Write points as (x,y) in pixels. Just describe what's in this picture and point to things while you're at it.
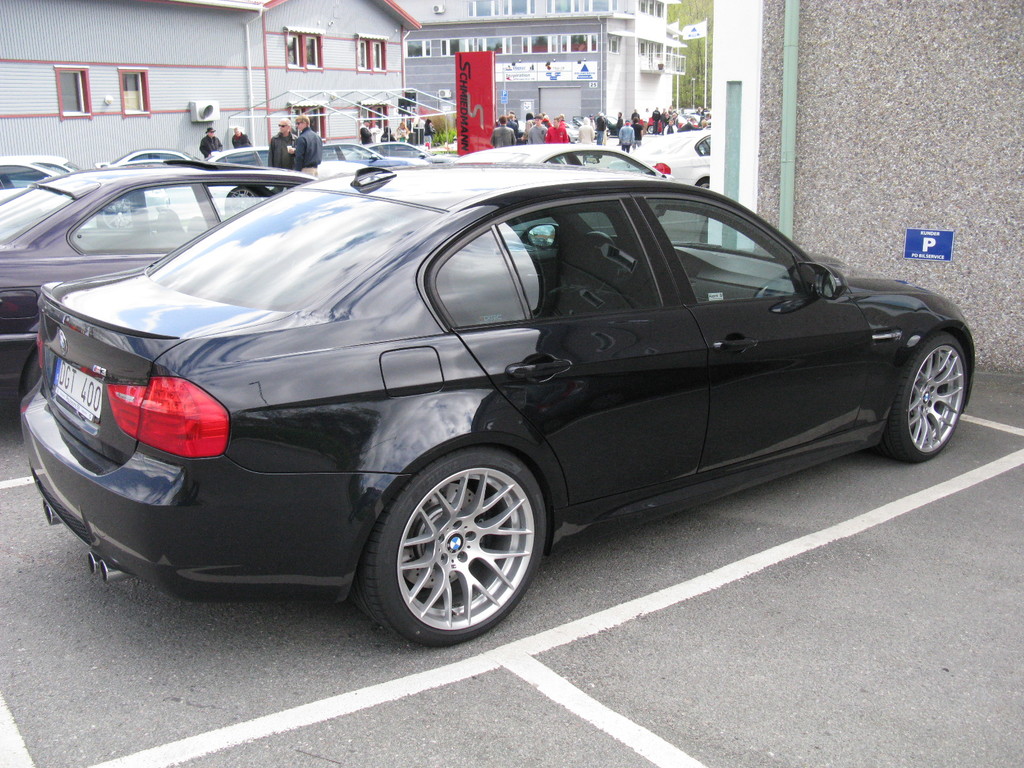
In this picture I can see buildings (521,61), few cars (499,319) parked and I can see trees (687,86) in the back (699,94), couple of flags (694,26) and a board (463,103) with some text (463,103) and I can see few people (639,142) are standing and few (597,134) are walking.
